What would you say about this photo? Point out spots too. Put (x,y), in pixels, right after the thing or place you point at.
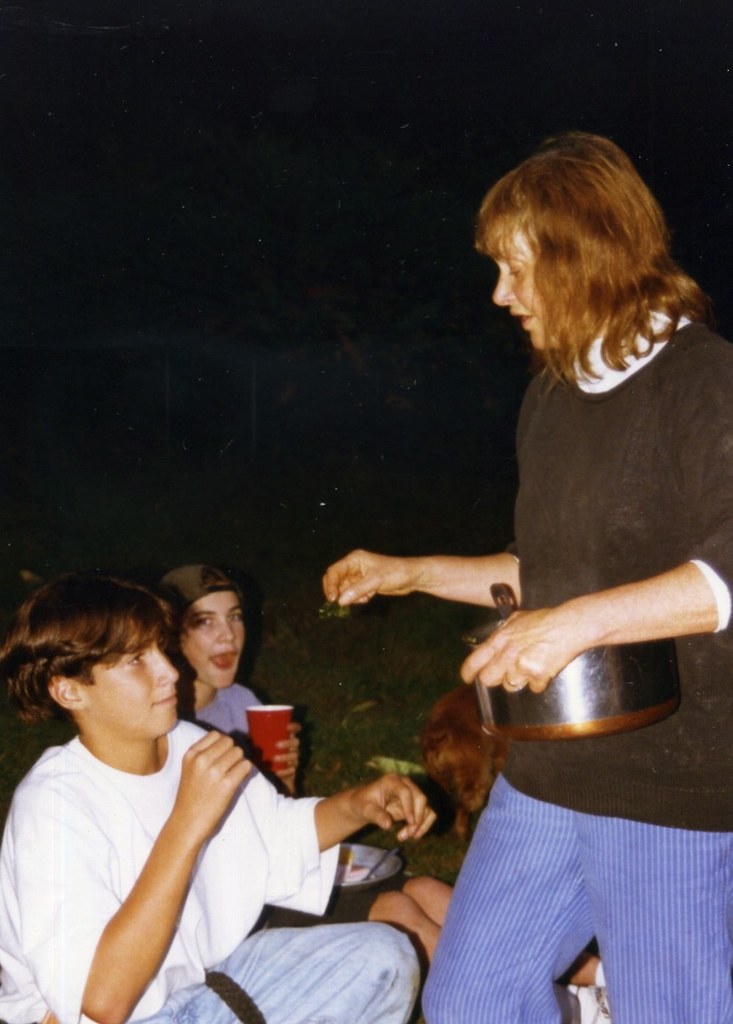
Here in this picture, on the right side (587,367) we can see a woman (610,392) standing over a place and is holding a bowl (571,669) in her hand (545,688) and in front of her we can see two children (220,721) sitting on the ground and she is giving something to the child (267,792) and one child (285,743) is wearing a cap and holding a cup (272,725) in his hand (282,752) and we can see grass (347,704) present on the ground (334,667).
